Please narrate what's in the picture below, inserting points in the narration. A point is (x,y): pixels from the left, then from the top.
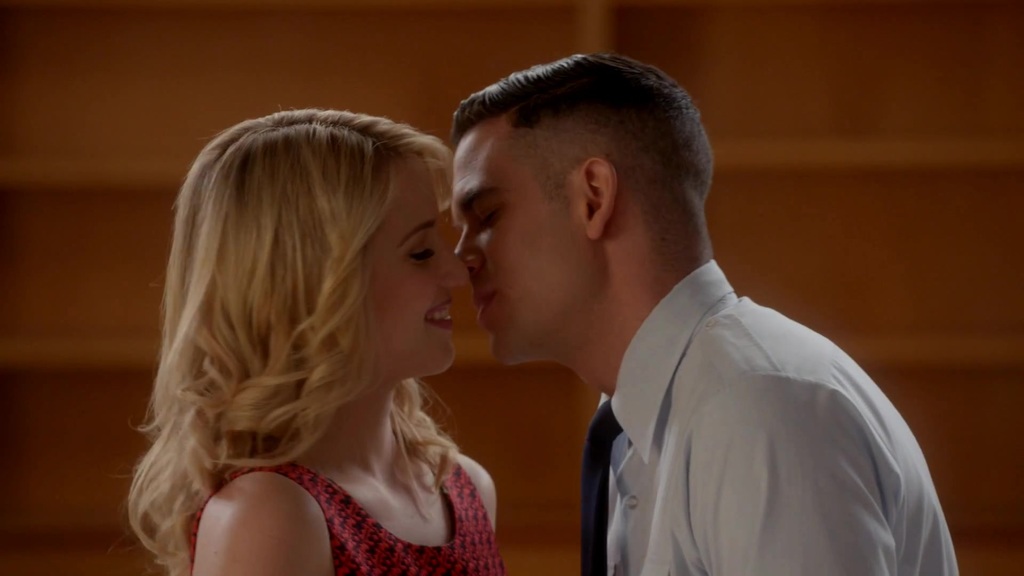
In this picture there is a woman (279,516) with red dress (366,571) is standing and smiling and there is a man (666,212) with white shirt (683,387) is standing. At the back (83,147) it looks like a wall (104,146) and the image is blurry.
